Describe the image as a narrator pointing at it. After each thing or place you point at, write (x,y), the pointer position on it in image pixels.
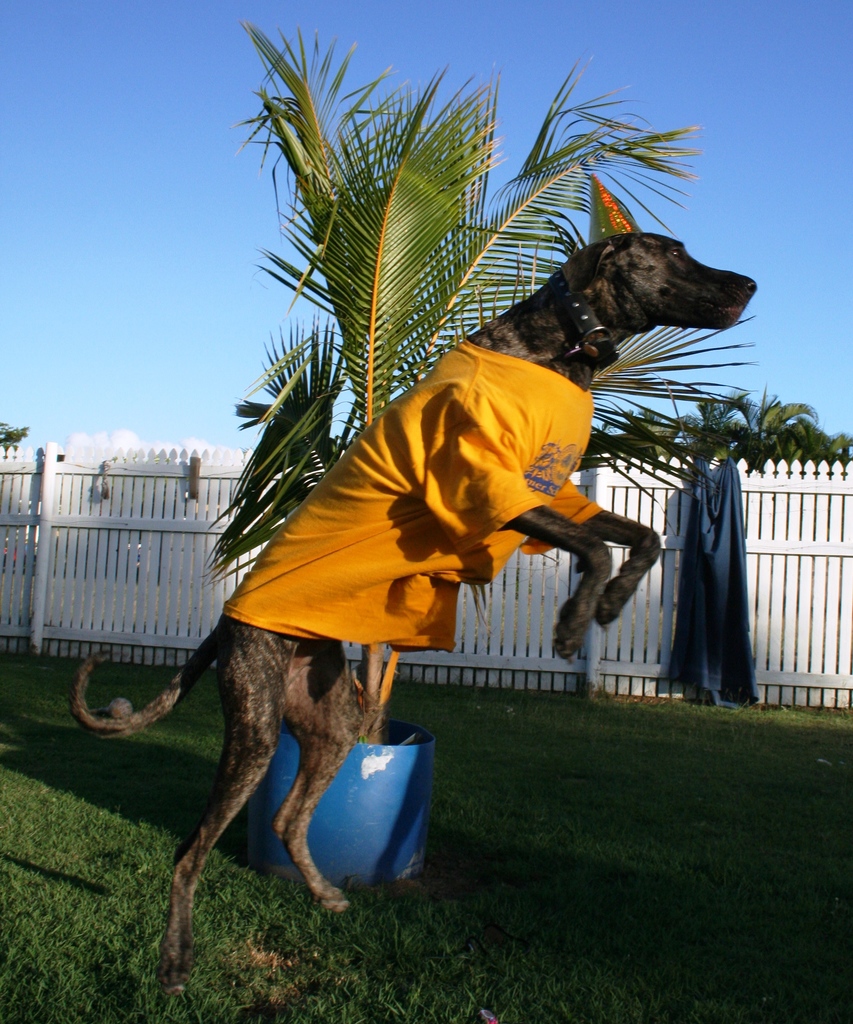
There is a dog (514,441) wearing a T-shirt (446,497) in the center of the image (555,524) on the grassland (455,858) and there is a plant (387,214), wooden railing (798,546), cloth (708,542), trees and sky (175,197) in the background area (164,230).
